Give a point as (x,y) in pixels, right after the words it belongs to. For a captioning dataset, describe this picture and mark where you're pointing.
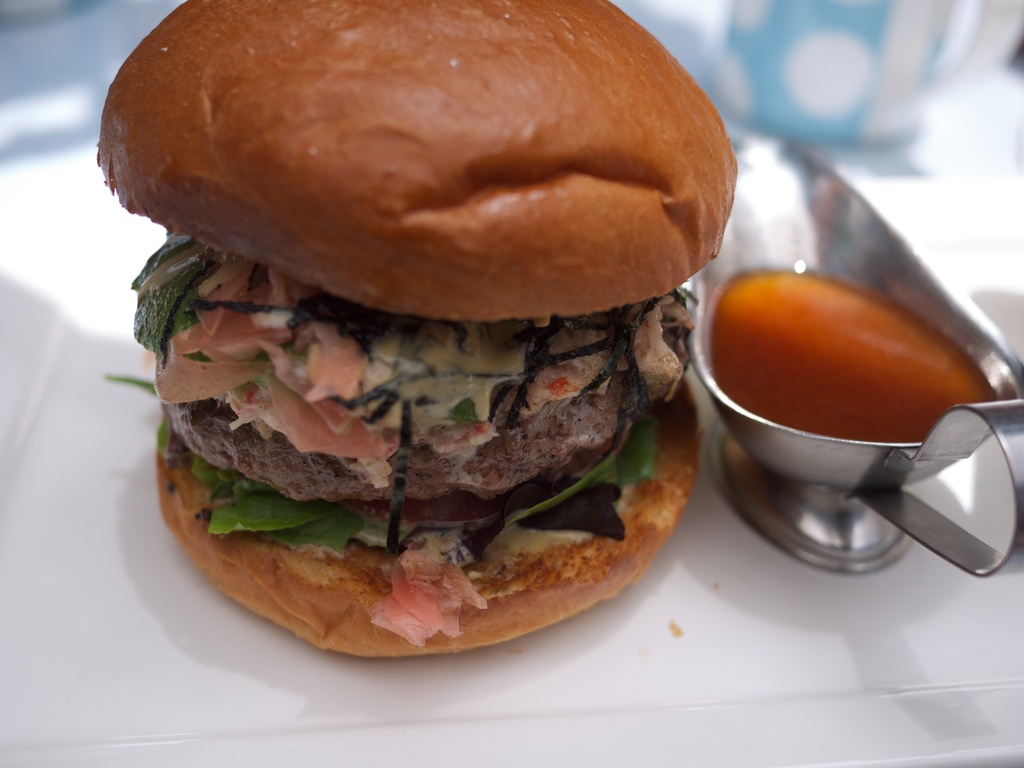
In this picture I can see there is a burger (455,404) and there is pickled ginger (350,446) placed in between the buns (447,260) and there is a steel cup (920,523) at the right side (872,416). The burger (438,66) is placed on the white plate (306,661).
